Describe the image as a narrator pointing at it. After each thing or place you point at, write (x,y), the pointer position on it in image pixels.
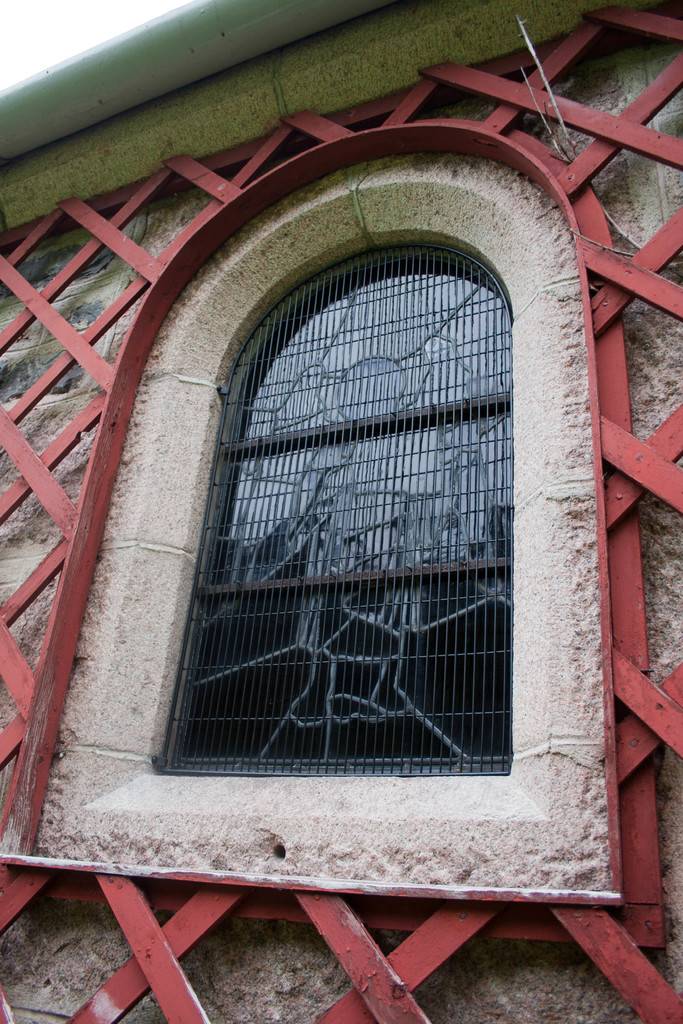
This image is taken outdoors. In this image there is a wall (150,368) with a window (391,631) and a few grills (69,551) on it.
